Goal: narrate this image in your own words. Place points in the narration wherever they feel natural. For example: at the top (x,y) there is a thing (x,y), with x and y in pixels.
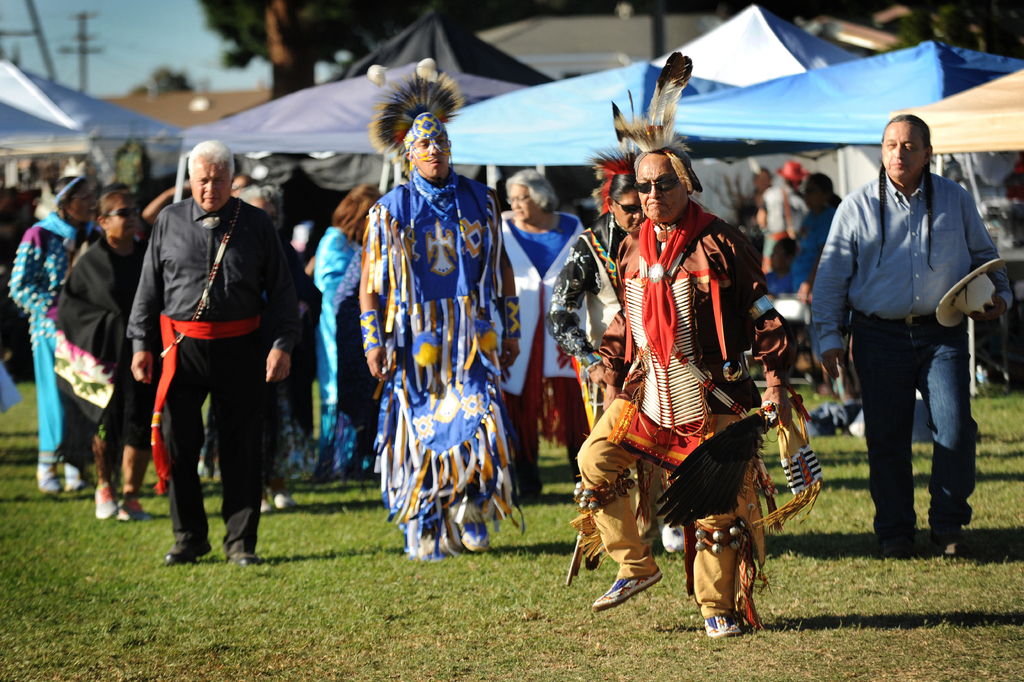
In this image we can see some group of persons (408,328) standing and some (388,304) are wearing different costumes (748,256) and in the background of the image (277,82) there are some tents (733,75), electric poles (48,60), trees (283,92) and top of the image (66,76) there is clear sky (134,32).
